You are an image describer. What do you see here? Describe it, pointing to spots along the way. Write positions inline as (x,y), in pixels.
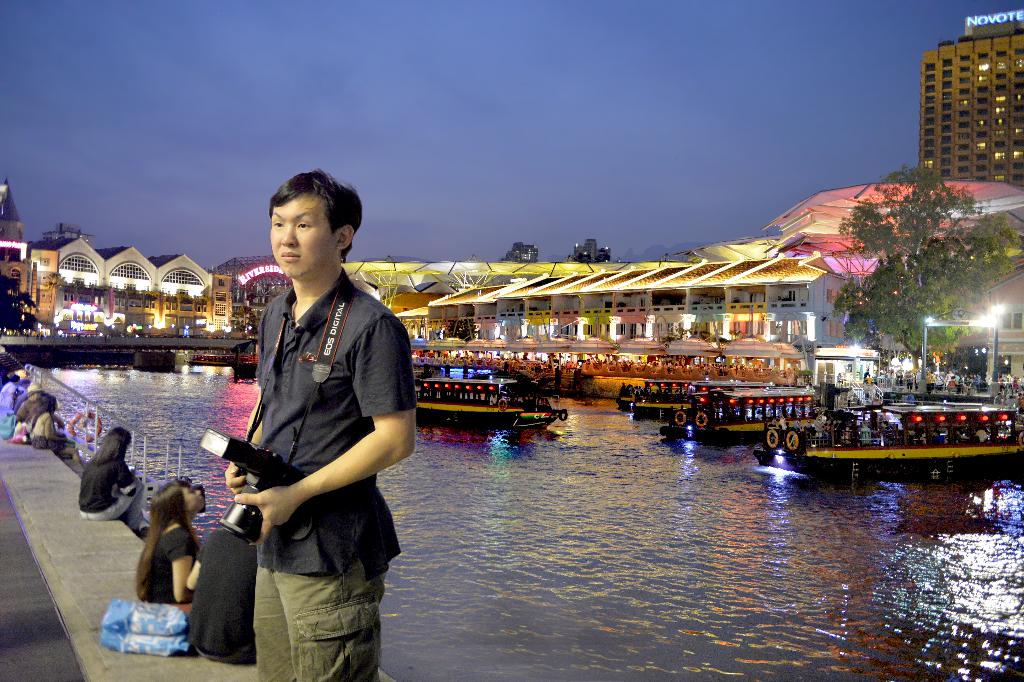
Boats (947,423) are on the water (614,429). Front this man (337,523) wore camera (253,534). Background (973,164) there are buildings (980,101) and tree (894,284). Sky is in blue color.
